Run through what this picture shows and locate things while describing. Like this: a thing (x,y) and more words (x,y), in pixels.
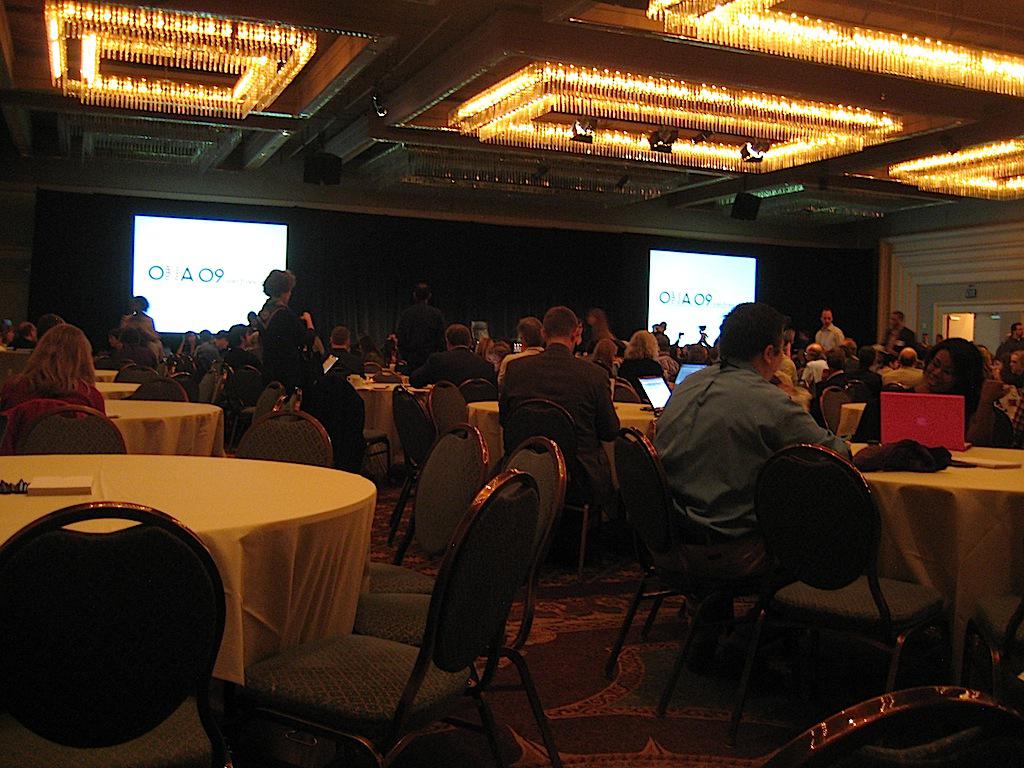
In the image we can see there are lot of people (525,373) who are sitting on chair (833,455) and there is a table (1000,503) on which there is a laptop (887,420).
